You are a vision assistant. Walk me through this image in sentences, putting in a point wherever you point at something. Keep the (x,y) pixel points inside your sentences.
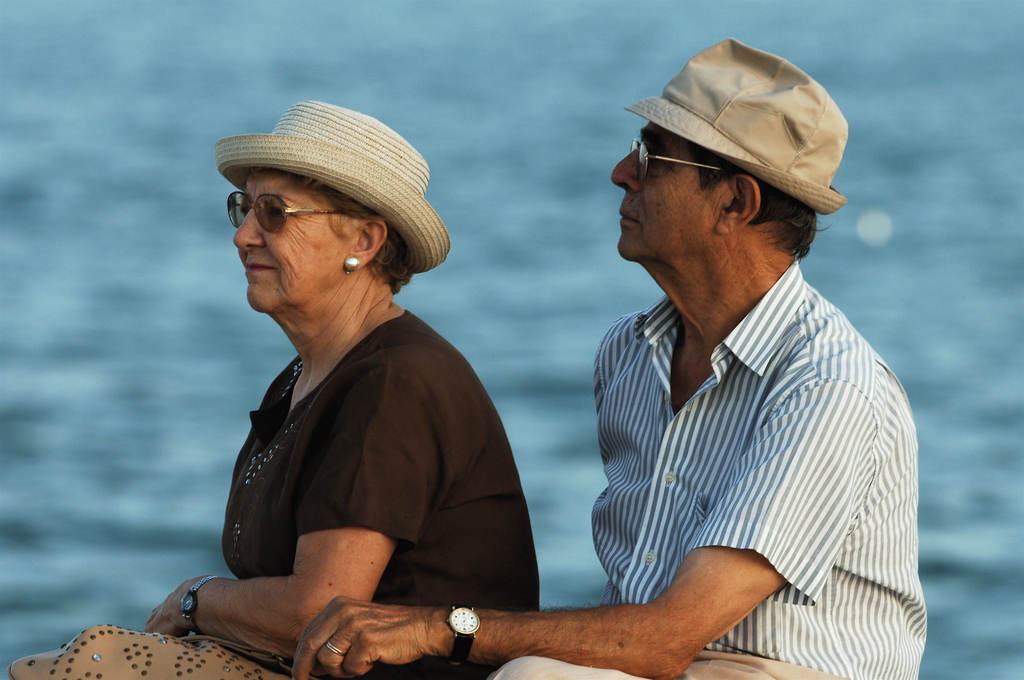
In this image, we can see two people (475,395) sitting and the background (591,51) is blurred.
